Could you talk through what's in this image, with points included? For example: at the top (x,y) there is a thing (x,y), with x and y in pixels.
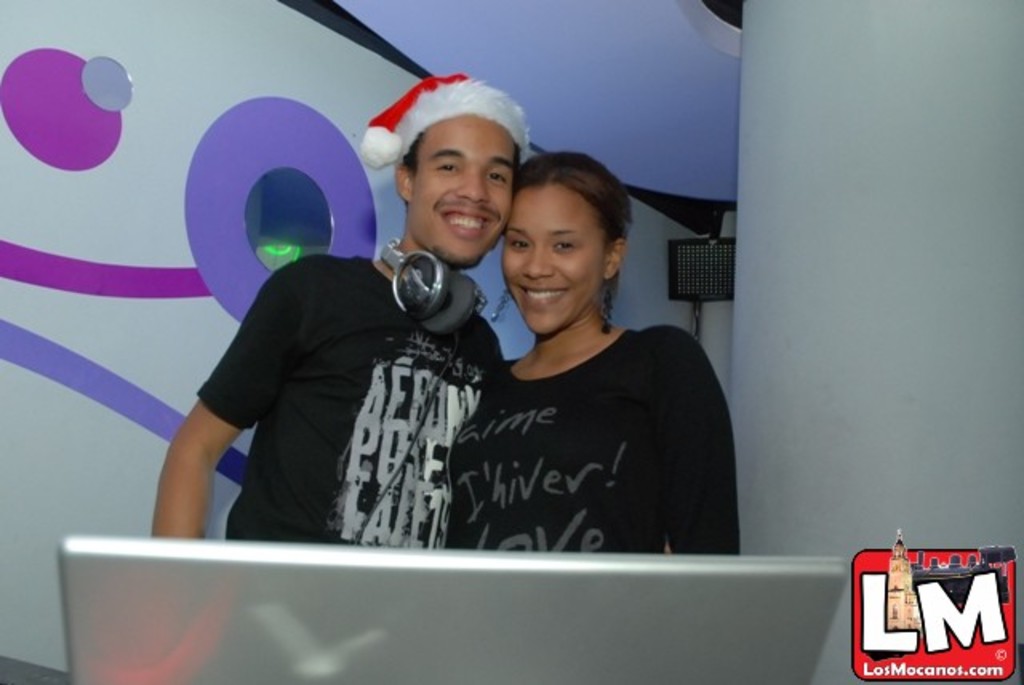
In this image there is one man (376,508) and one woman (639,398) smiling, and man (428,209) is wearing a hat (370,138) and headset (405,298) and at the bottom of the image (262,601) there is some object (607,603) and it looks like a laptop (639,603). And in the background (162,210) there is some art (297,169) on the wall (183,217) and some mirrors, on the right side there is a pillar (1019,595).
